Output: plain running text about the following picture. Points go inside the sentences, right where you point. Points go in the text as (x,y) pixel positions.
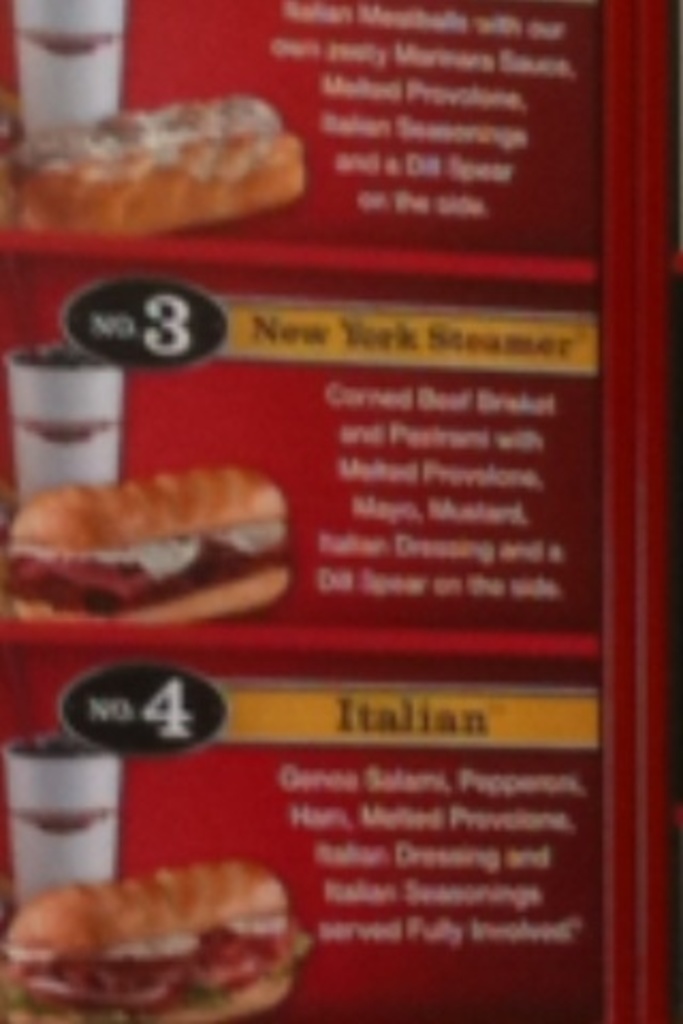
In this image I can see menu (394,378) of food item (195,923) and I can see text (535,902) and image of bread (140,507) and glass (115,403).
